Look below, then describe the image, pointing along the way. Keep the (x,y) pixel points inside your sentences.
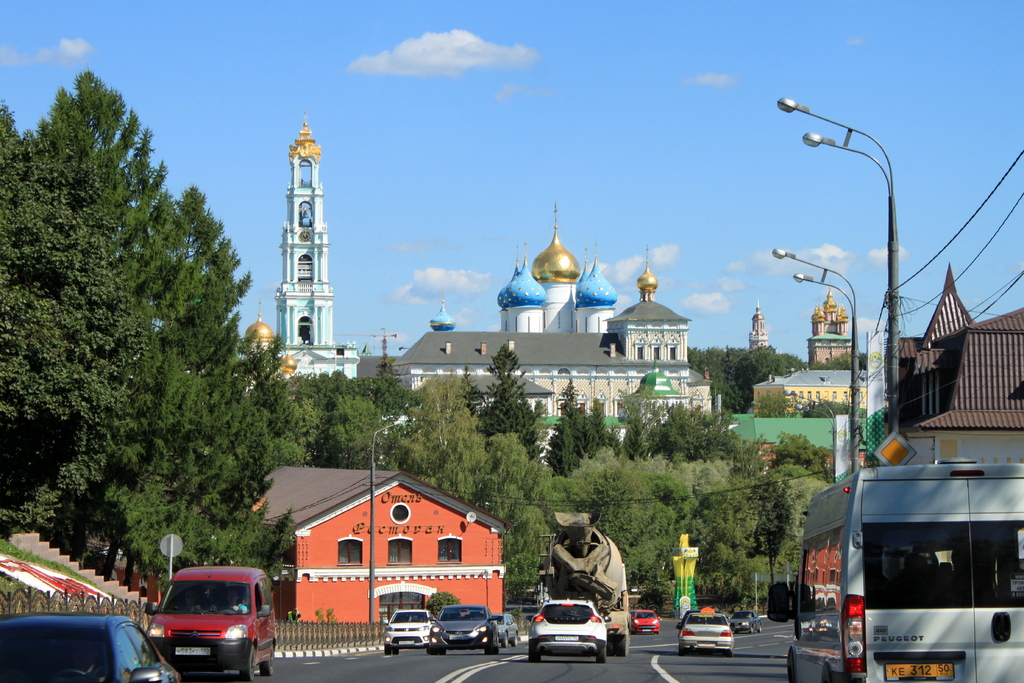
In this image, we can see so many trees (303,379), buildings (360,496), street lights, wires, poles (835,448), boards (177,546), stairs (97,583), grills (14,605). At the bottom (574,590), we can see vehicles (81,674) are moving on the road (588,671). Background (872,294) there is a sky (457,244).
